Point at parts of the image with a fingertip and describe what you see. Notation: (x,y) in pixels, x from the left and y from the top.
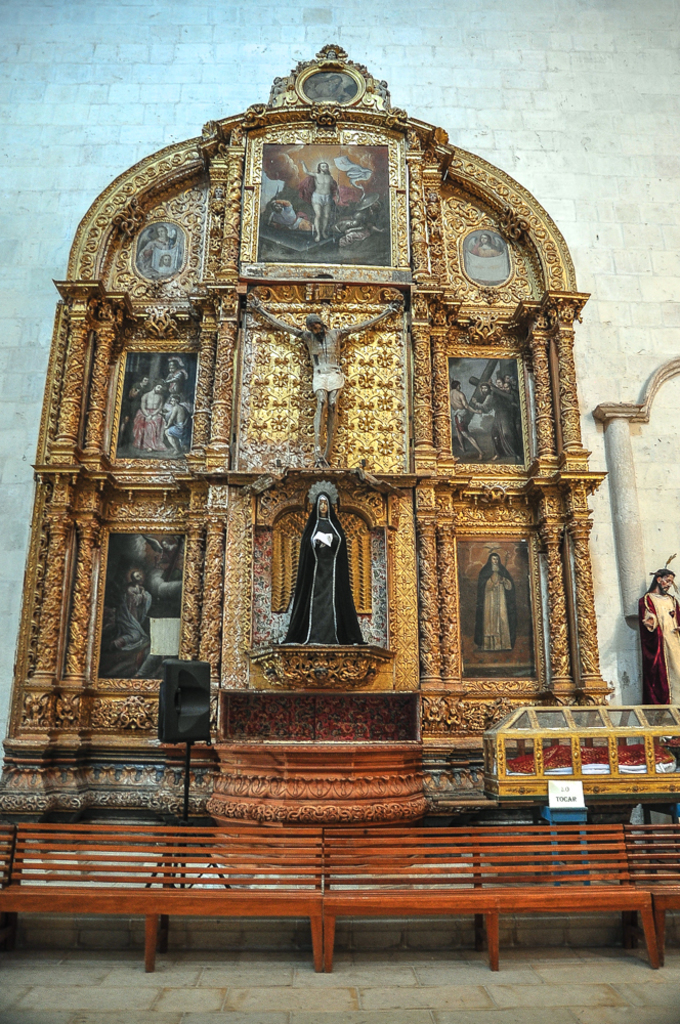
In this picture we can see statues (673,626) and photo frames (321,181), at the bottom (474,859) there are benches (438,912), in the background (52,26) there is a wall (135,60), we can see a speaker (179,724) here.
